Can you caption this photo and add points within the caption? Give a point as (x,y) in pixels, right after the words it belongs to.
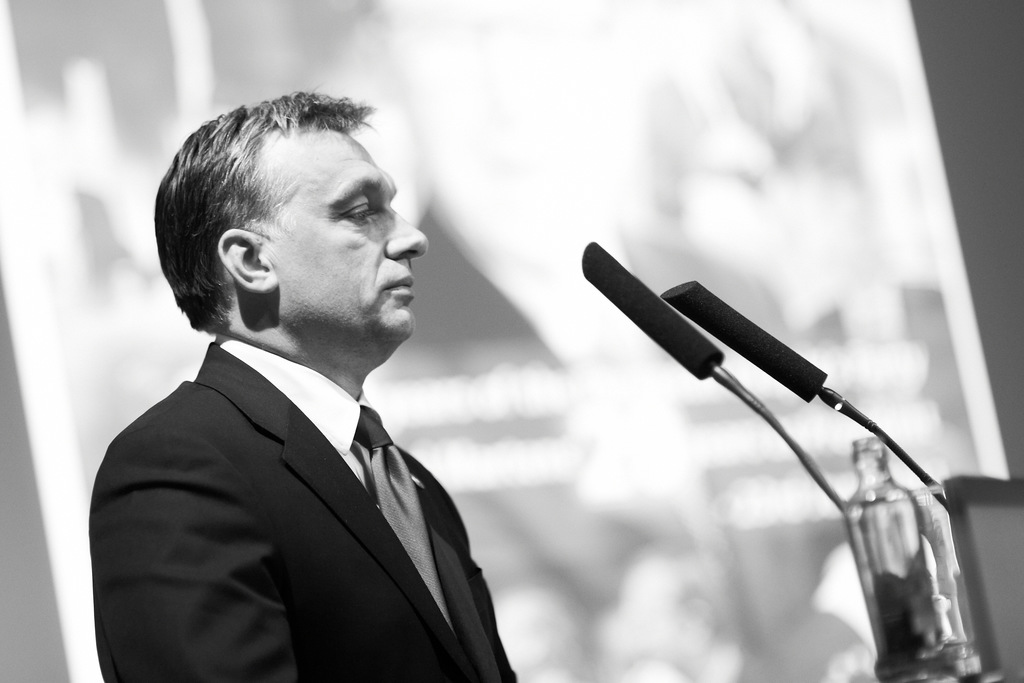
In this image we can see few microphones (777,419) and a bottle (883,577). There is a person (236,493) in the image. There is a blur background (636,161) in the image.
